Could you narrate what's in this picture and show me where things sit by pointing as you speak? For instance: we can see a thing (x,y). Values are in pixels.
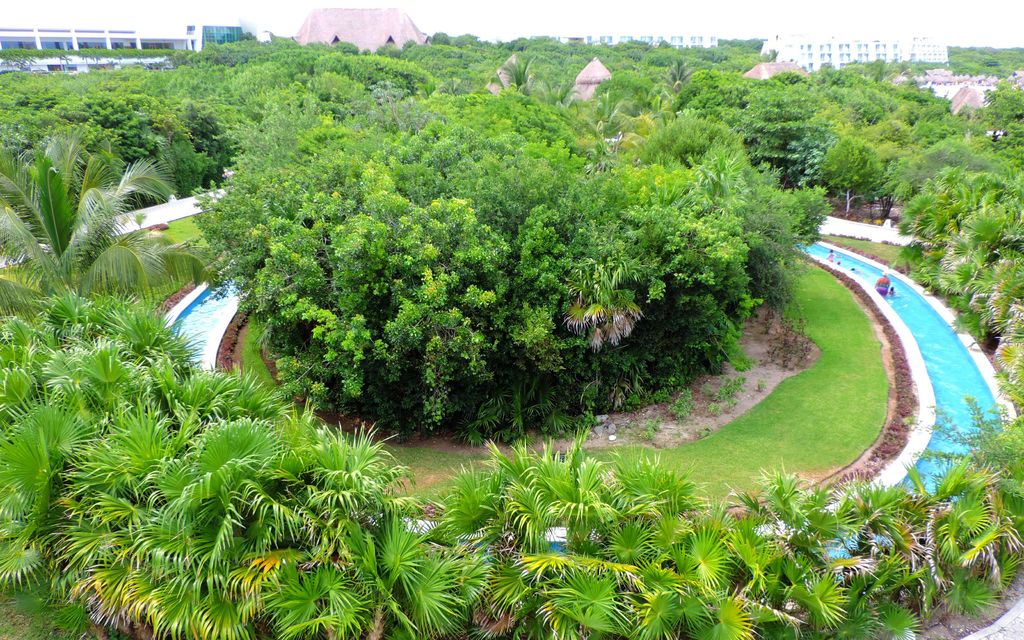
In this image I can see few trees (452,553) which are green in color, water (939,398) which are blue in color, few people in the water (910,295), some grass (808,298) and the ground (779,380). In the background (80,30) I can see few buildings (54,30) and the sky (471,1).
